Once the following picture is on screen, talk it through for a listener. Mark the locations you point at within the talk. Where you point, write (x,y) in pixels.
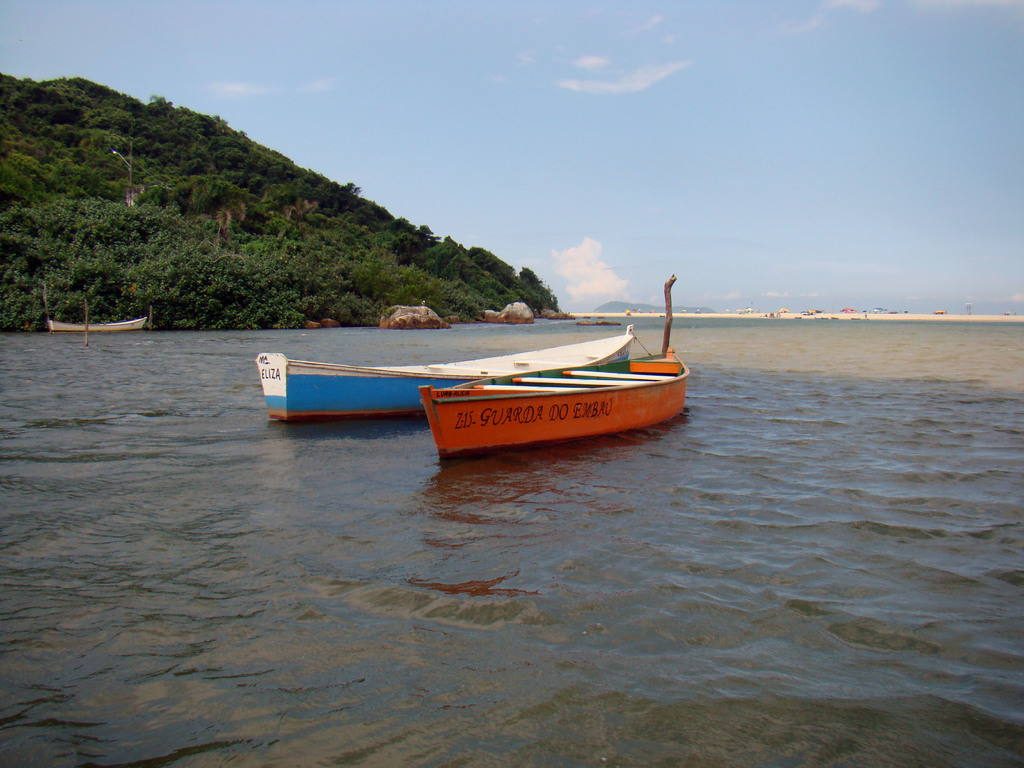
In this picture there are few boats (429,401) on water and there is a mountain (252,199) covered with trees (234,184) in the left corner (270,187) and the sky (546,86) is blue in color.
